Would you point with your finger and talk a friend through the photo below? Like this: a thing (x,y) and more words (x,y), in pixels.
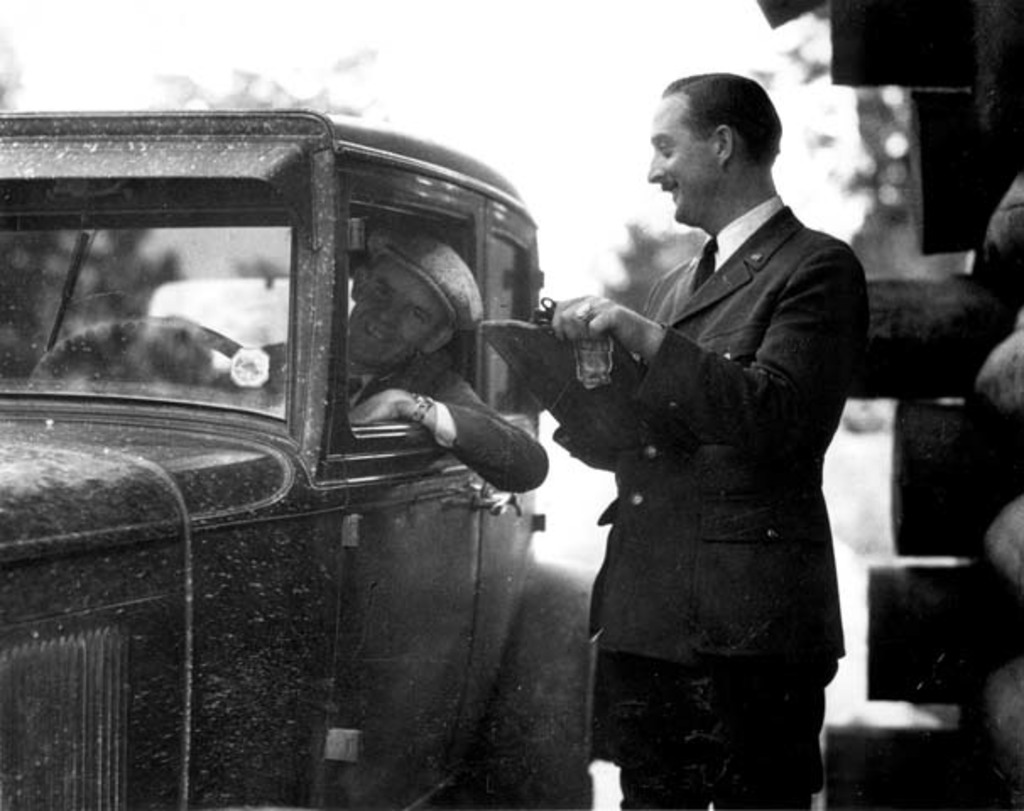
In the image we can see there is a man (673,485) who is standing. There is another man (419,316) sitting in the car (202,314) and the image is in black and white colour.
